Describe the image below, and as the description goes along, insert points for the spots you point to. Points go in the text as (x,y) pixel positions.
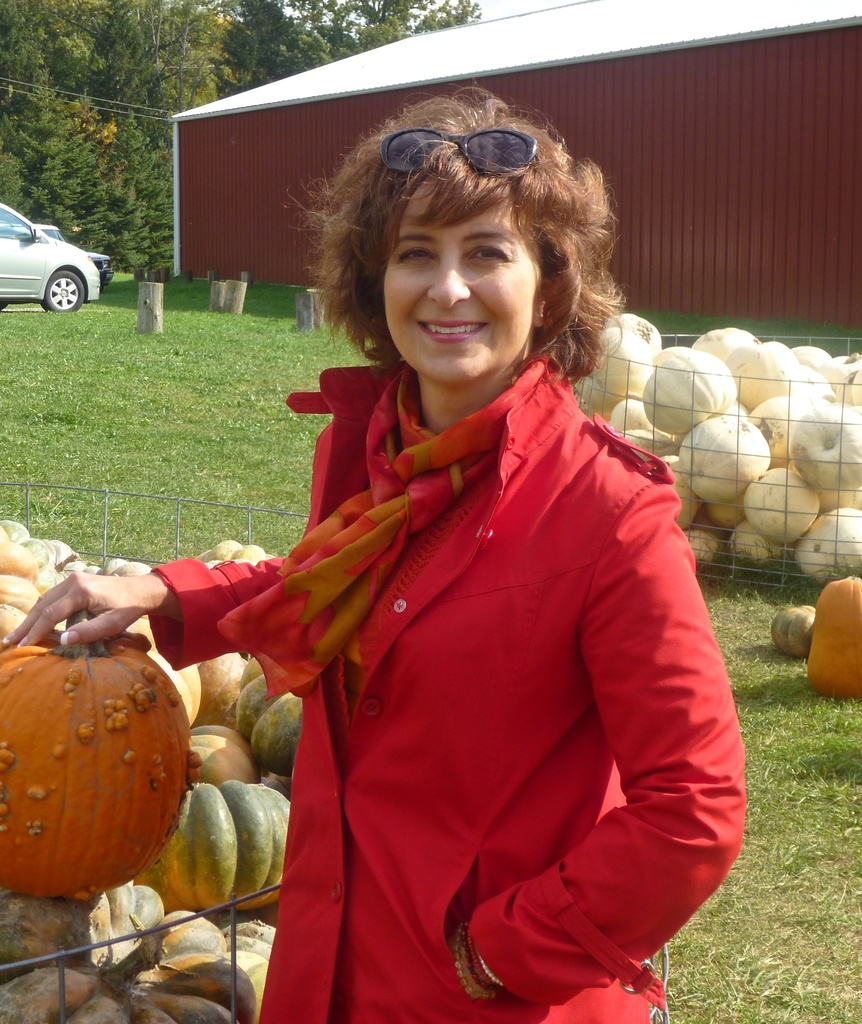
In the foreground of the picture (460,628) there is a woman (460,612) wearing red dress (452,633) standing beside pumpkins (147,772). On the right (775,428) there are pumpkins (778,442). In the background (9,32) there are trees (131,109), cables (98,107), cars (57,283), wooden trunks (223,301), grass (188,349) and a building (555,126). It is sunny.
